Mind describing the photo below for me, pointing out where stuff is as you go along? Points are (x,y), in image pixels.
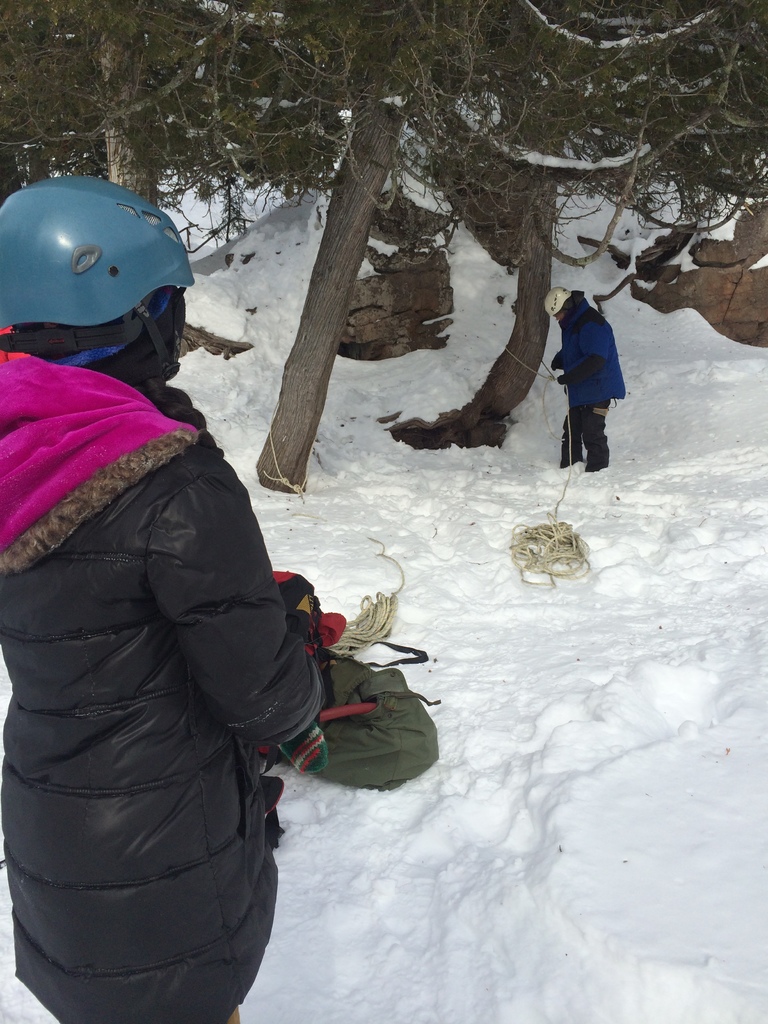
In this image I can see two persons (30,828) are standing on the ice (532,813) and holding a rope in hand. In the background (751,292) I can see stones (767,305) and trees (382,163). This image is taken on the mountain (549,613) during a day.
